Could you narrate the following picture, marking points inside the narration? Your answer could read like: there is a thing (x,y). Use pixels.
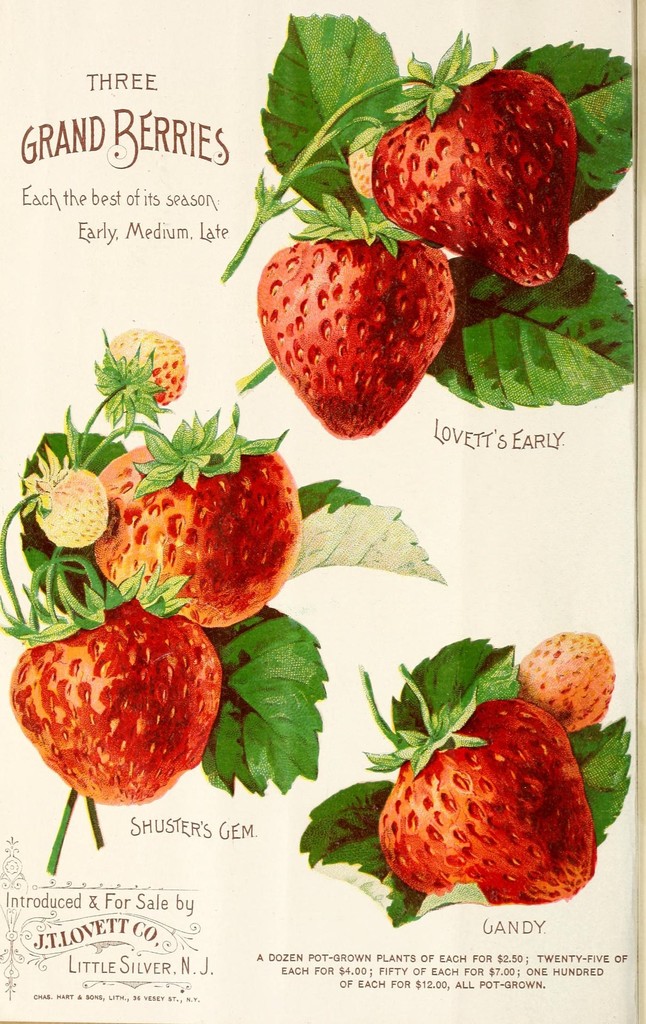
In this image we can see a page (355,623) of the book (406,693). There are few strawberries (187,681) and leaves (244,702) are on the page (238,661) of the book (264,673). There is some text (120,155) printed on the page (124,160).
